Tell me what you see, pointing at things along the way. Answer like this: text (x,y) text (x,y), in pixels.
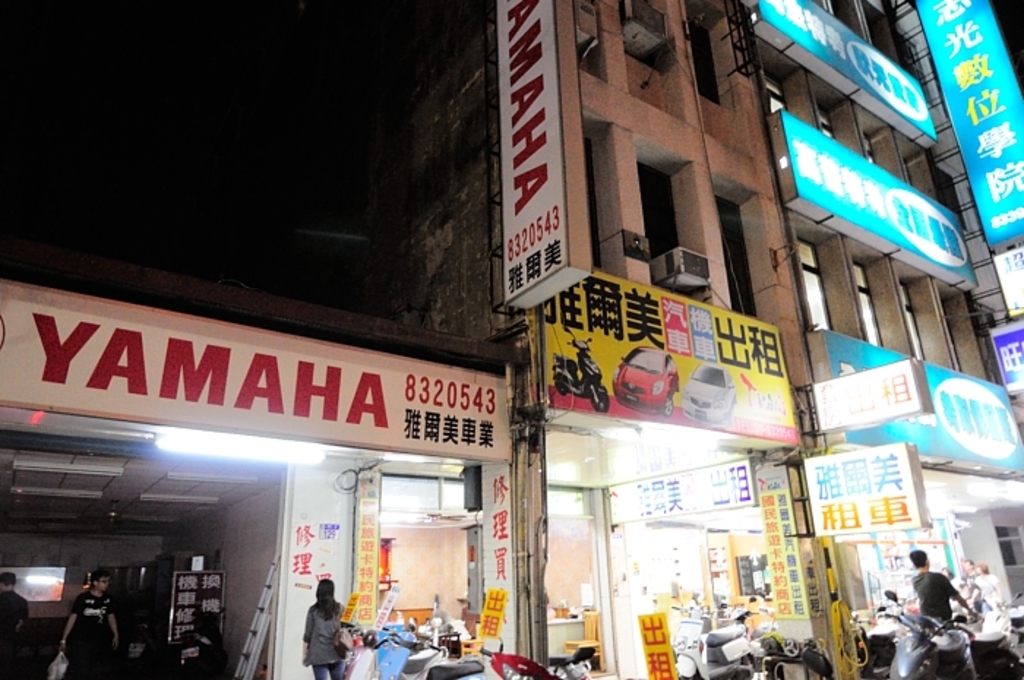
In this image, we can see few store (639,505), banners (564,385), hoardings (879,347), building (548,464), walls (431,266) and rods (540,623). At the bottom of the image (784,654), we can see few people (101,597), some objects (447,645), vehicles (919,658). On the left side (264,220) top of the image (137,135), we can see a dark view (181,89).
